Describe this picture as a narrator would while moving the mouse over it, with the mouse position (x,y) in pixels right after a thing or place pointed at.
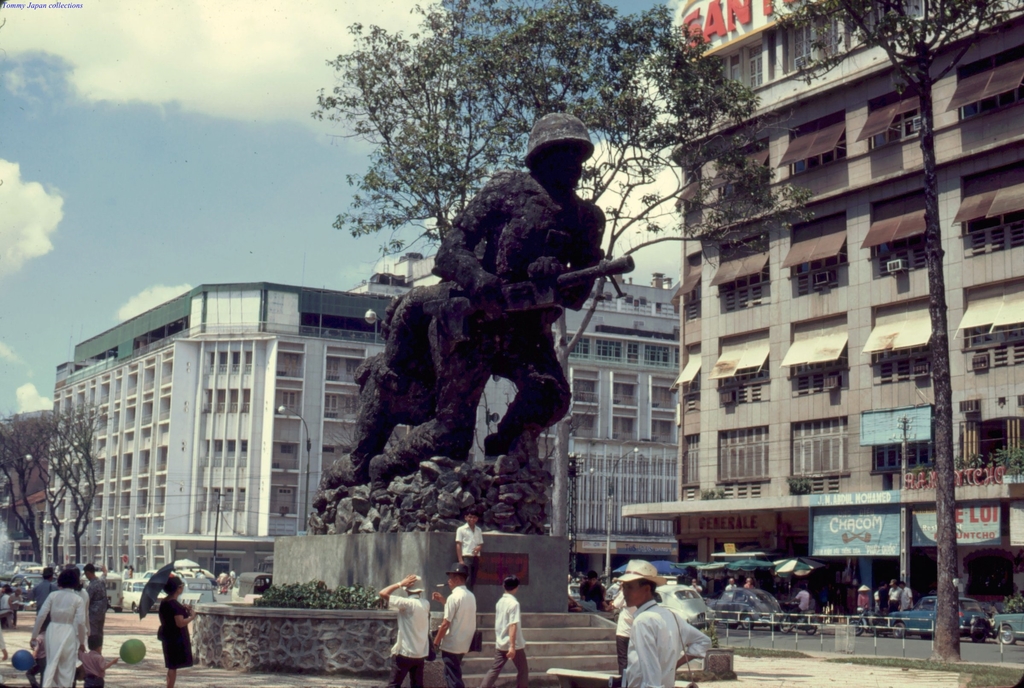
In the foreground of the picture (52,633) there are people (399,628). In the center of the picture (484,306) there is a sculpture (494,456). On the right (795,596) there are people (731,588), umbrellas (752,573), road (823,639), vehicles (788,608), banners (965,538) and a building (863,70). In the center of the background (110,469) there are trees (510,58), vehicles (133,591), building (265,408) and other objects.
